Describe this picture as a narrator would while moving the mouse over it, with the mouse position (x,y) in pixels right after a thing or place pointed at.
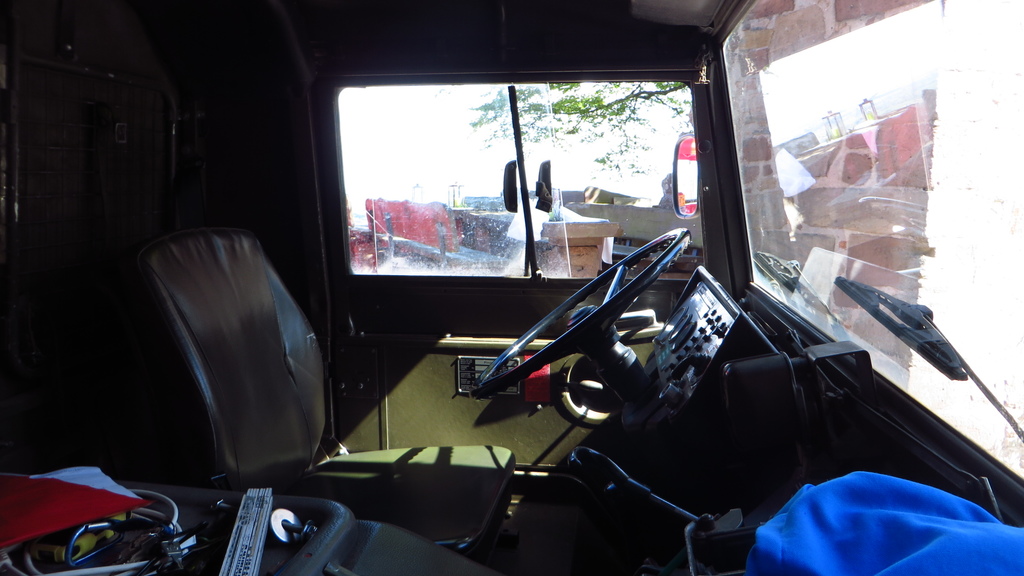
In this image I can see inside view of a vehicle (497,348) in the front (508,324). I can see steering (520,347) in the center (568,325) and few stuffs (73,489) on the left side (260,506). I can also see a blue colour cloth (828,490) on the right side of this image (870,500). In the background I can see a tree (685,101).
